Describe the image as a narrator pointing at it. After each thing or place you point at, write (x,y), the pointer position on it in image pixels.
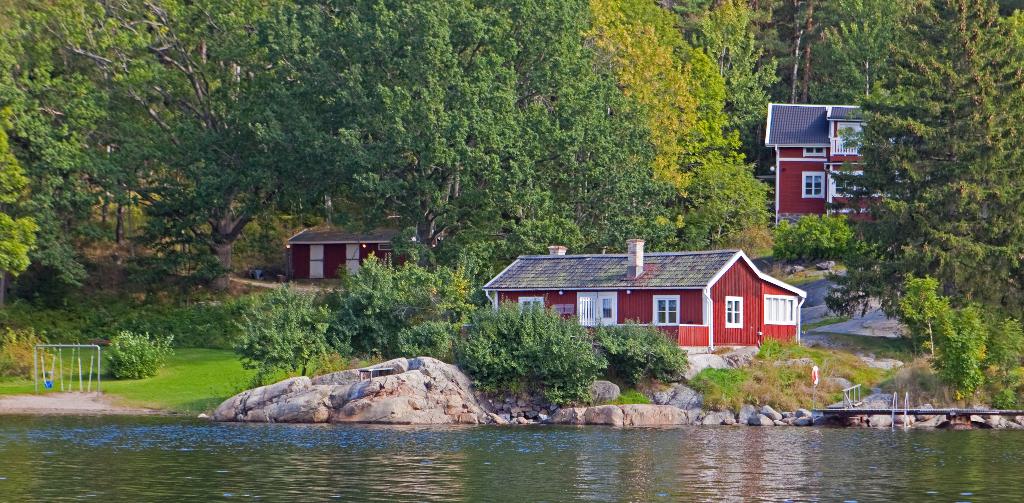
At the bottom of the image (533,455) there is a lake (795,464) and rocks (505,412). In the center (640,303) there are sheds (292,260). In the background (1006,210) there are trees (340,177).
